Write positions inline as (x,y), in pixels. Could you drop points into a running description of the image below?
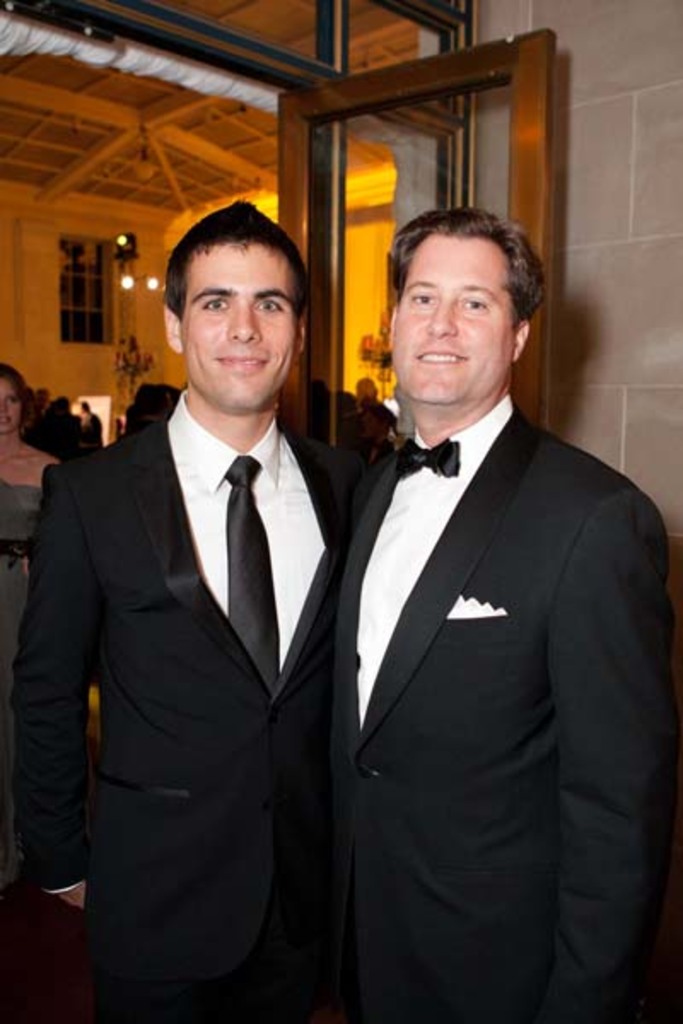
In the image I can see two people (353,629) are taking picture, behind we can see few people (9,402) along with glass door (441,176).
